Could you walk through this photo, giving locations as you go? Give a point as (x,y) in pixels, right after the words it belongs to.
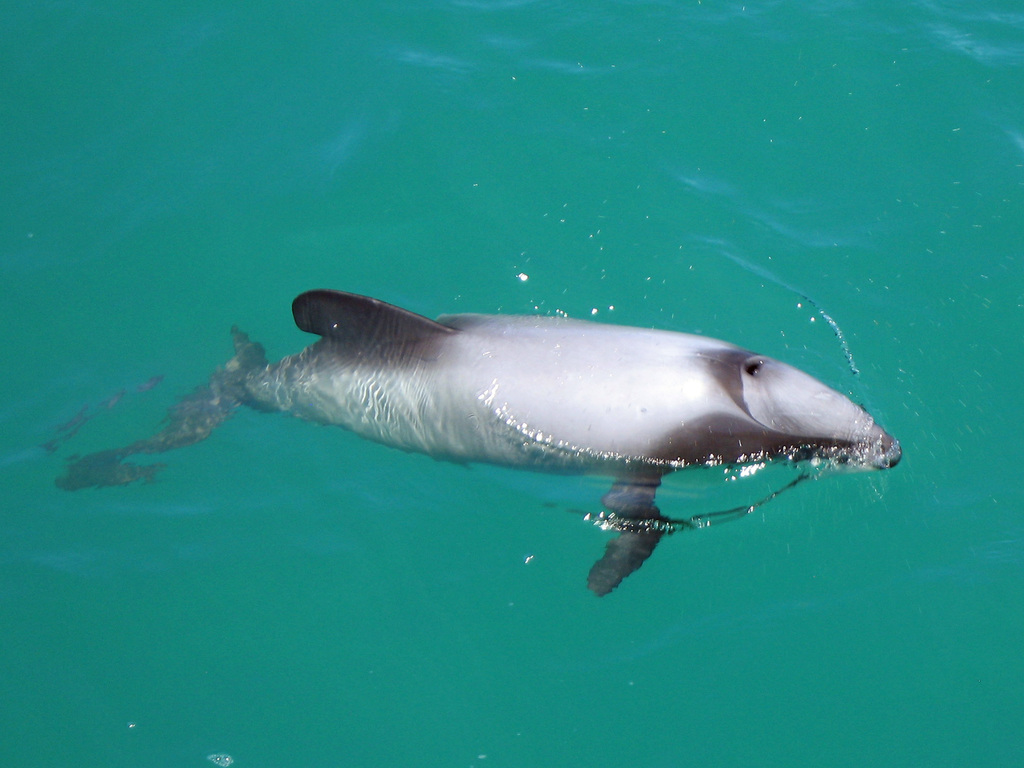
In this image there is a dolphin (564,360) in the water (668,152).
